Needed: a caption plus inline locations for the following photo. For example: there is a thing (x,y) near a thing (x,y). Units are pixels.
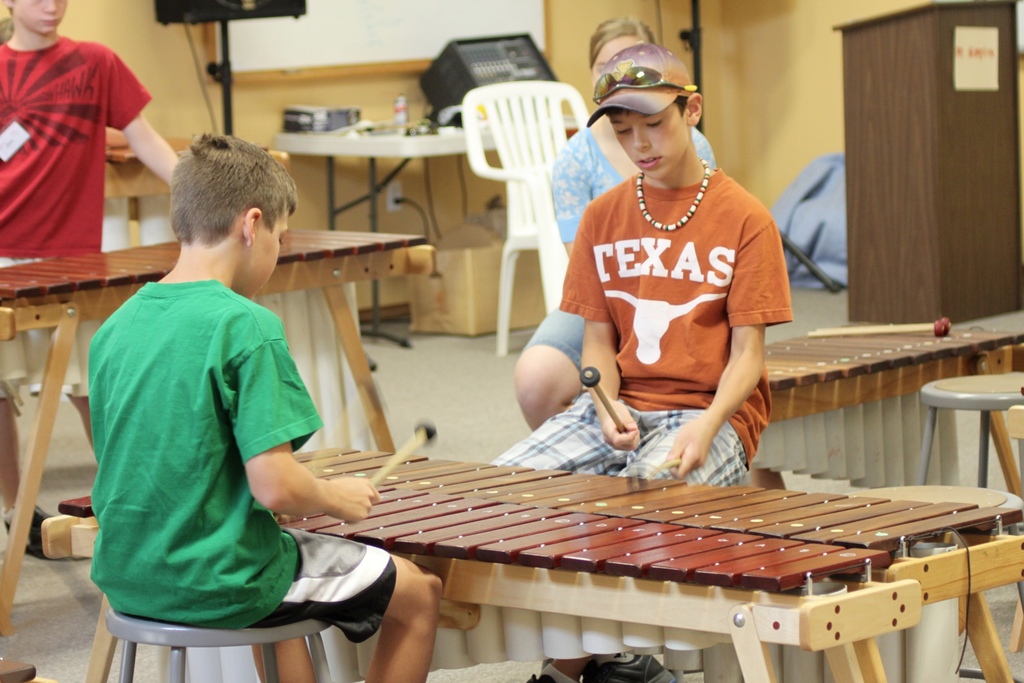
This picture describes about four people (261,429), three people (182,287) are seated on the chair (136,628) and one is standing, in the middle of the given image two kids (206,499) are holding sticks (593,381) in their hands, in the background (344,125) we can see some objects (434,121) on the table (344,145) and a notice board (368,37).
